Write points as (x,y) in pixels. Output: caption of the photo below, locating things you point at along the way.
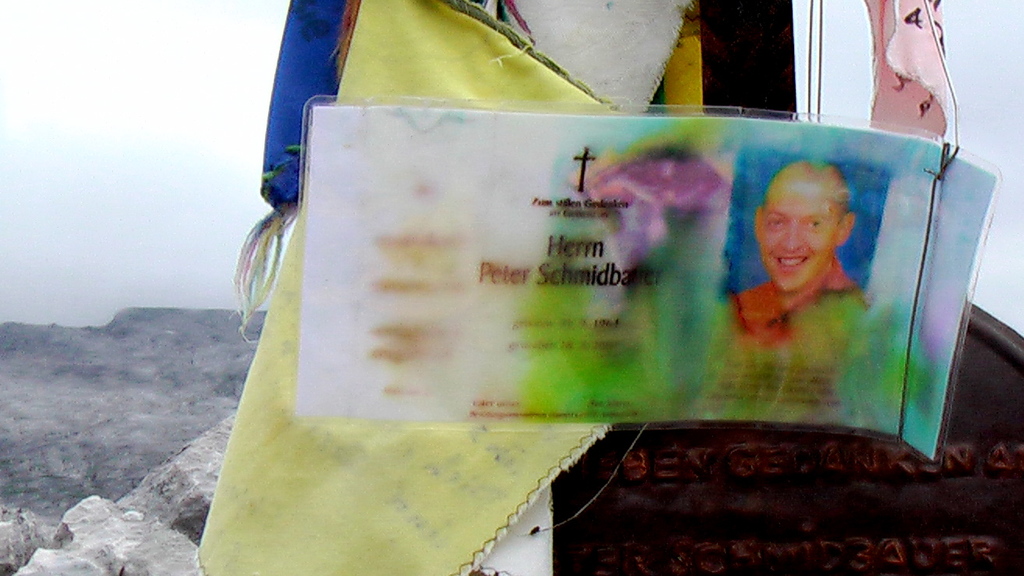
In this image there is a card (486,317) having a picture (752,292) of a person (822,229) and some text (603,276) on it. Behind the card (662,275) there are few clothes (689,55). Right bottom there is a stone (892,550) having some text (879,551) carved on it. Left bottom there are few rocks (78,546). Top of the image (150,98) there is sky (144,123).
